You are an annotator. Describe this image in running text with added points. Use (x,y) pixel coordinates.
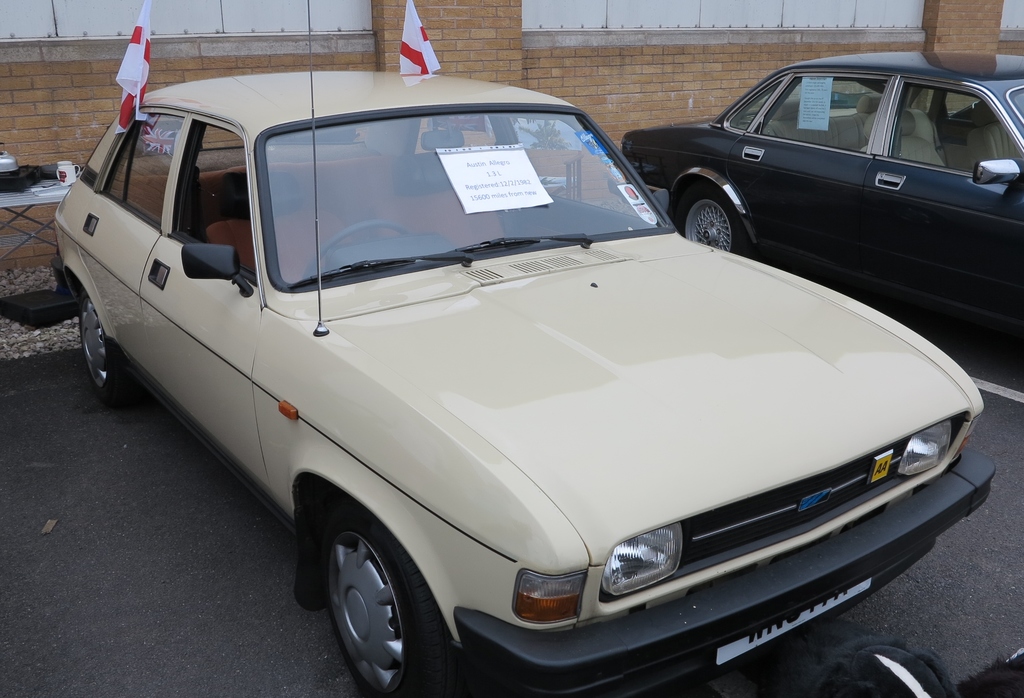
In this picture I can see there are two cars (829,412) parked here and one of them is in cream color and the other one is in black color. The cream color car (458,131) has two flags (126,100) and in the backdrop (657,70) there is a wall (242,20).
